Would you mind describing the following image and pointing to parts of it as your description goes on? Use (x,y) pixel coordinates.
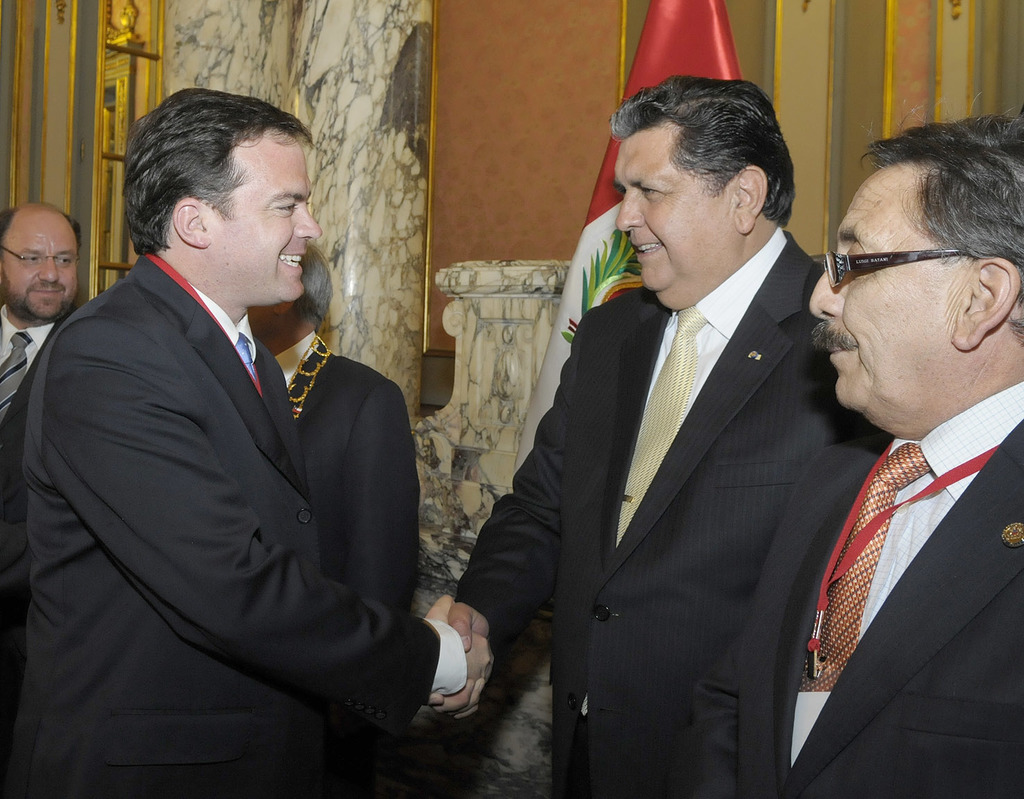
This picture shows few men (228,262) standing couple of them (979,341) wore spectacles (854,268) on their faces (868,273) and we see couple of men (634,300) shaking their hands (482,666) and we see a flag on the back (697,17) all of them wore coats (680,567) and ties (866,576).
